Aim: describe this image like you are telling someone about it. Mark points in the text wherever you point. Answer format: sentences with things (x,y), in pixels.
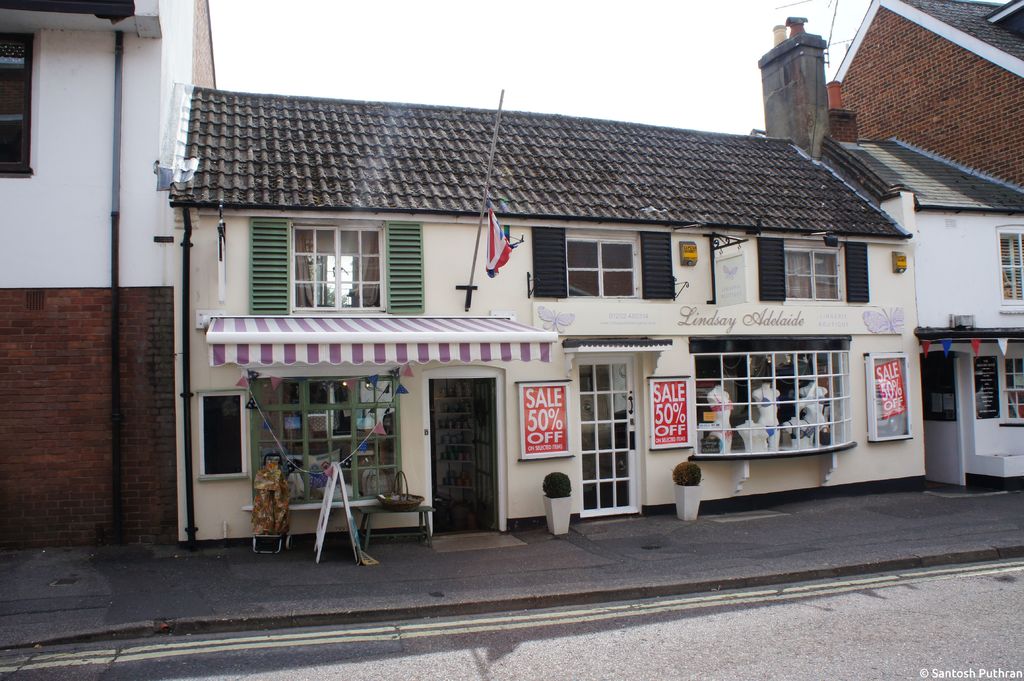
In this picture we can see buildings (545,231), in front (803,626) we can see the road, flag (489,232) is attached to the building (378,289).
